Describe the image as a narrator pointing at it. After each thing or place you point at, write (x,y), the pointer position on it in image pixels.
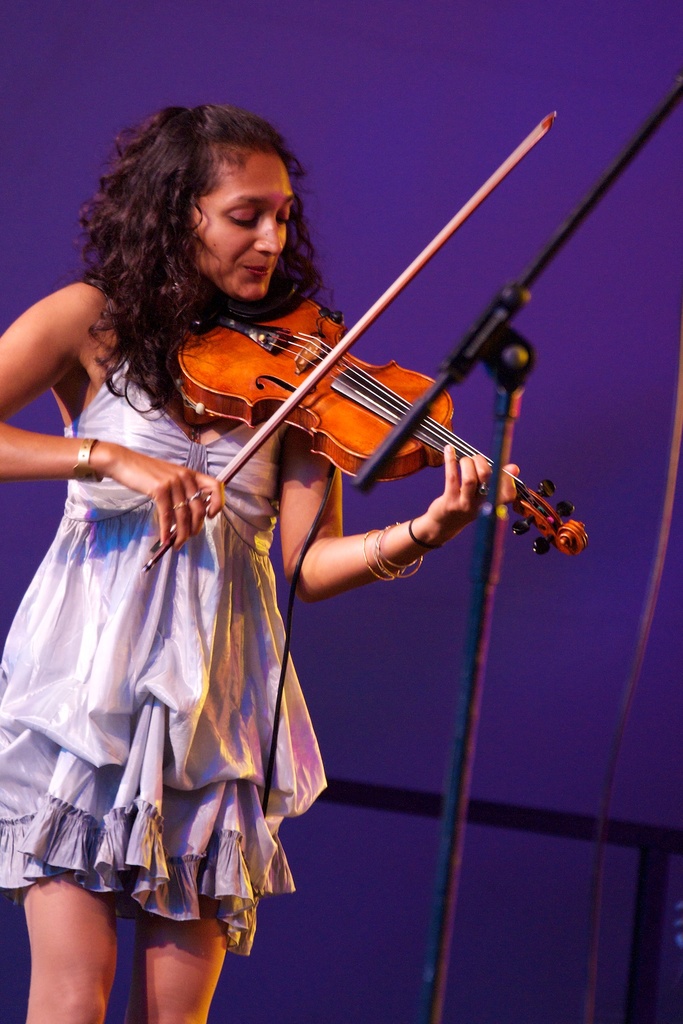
In this picture we can see woman (295,459) standing and playing violin (247,355) and in front of her there is a mic stand (489,347) and in background (374,58) we can see wall (322,103).
